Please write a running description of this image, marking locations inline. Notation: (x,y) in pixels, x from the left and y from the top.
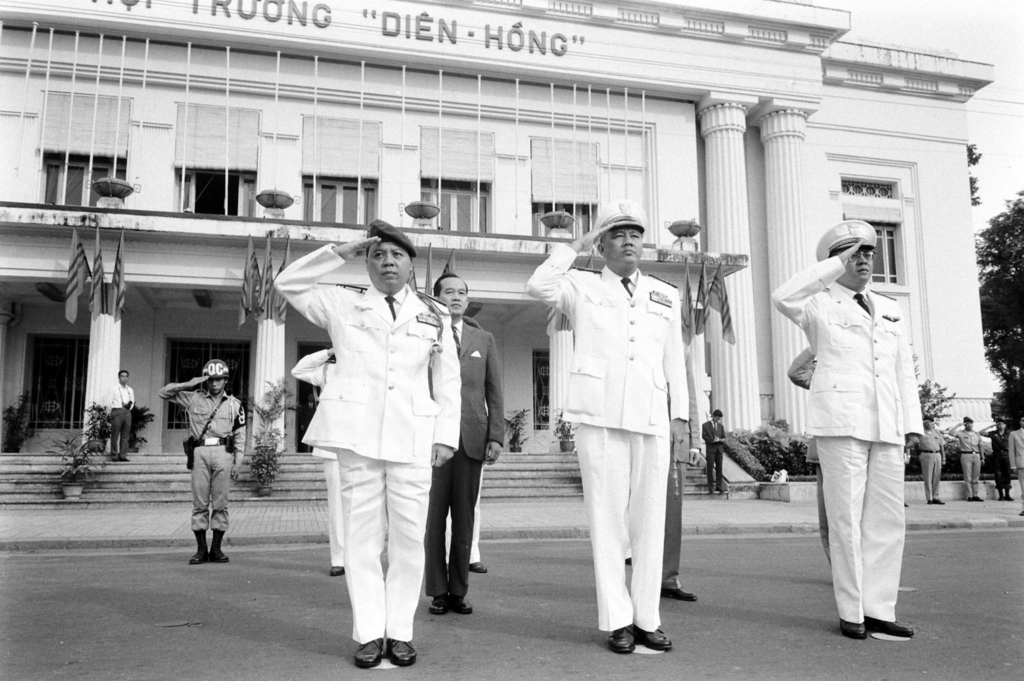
This is a black and white picture. In this picture, we see the man (344,394) in the uniform (655,469) are standing and saluting. Behind them, we see the plant pots (74,472) and staircase (172,487). Behind that, we see the pillars (278,380). In the background (336,210), we see a building (541,192) in white color. On top of the building (375,76), we see some text (518,28) written. On the right side (927,456), we see the man (969,421) in the uniform (974,438) are standing and saluting. Behind them, we see the plant pots (955,448) and trees (1019,245). At the bottom (169,606), we see the road (167,613).
